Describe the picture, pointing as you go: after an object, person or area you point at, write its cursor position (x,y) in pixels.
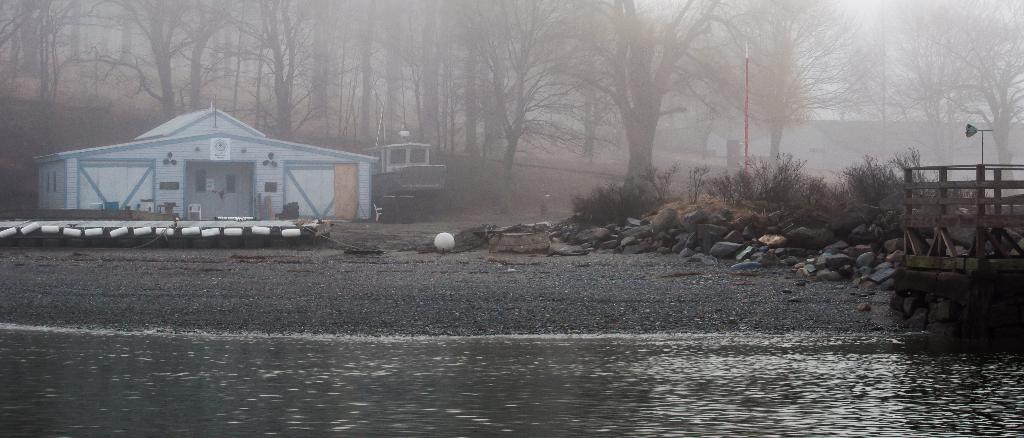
This image might be taken outside of the city. In this image, on the left side (286,164) there is a house (261,188), inside a house (150,192), we can also see a chair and doors (309,196). On the right side (924,298), we can see a bridge (1020,262). In the background (626,123), we can see a boat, trees (777,85). On the top (875,4) there is a sky (862,24), at the bottom (294,377), there is a land (652,257) with some stone (892,257) and a water (305,388) in a lake (441,403).
